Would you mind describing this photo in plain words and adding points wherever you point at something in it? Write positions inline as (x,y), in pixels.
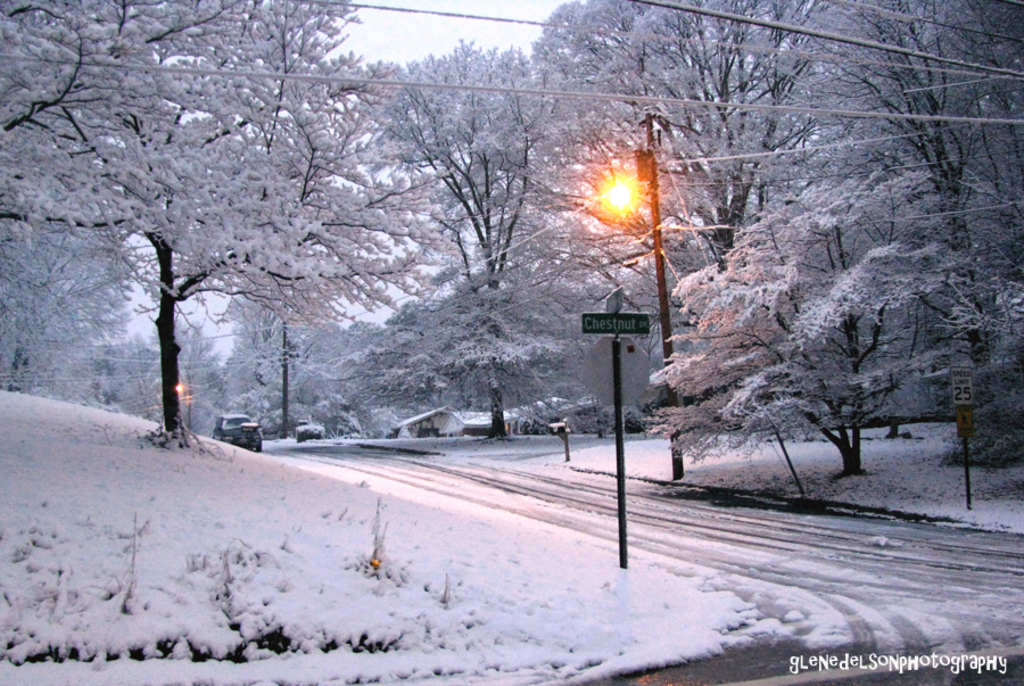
In this image we can see trees (414,145), street poles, street lights (621,198), electric cables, name boards (611,326), road (675,540) and all are covered with snow (656,563). In the background (394,43) there is sky (377,46).
